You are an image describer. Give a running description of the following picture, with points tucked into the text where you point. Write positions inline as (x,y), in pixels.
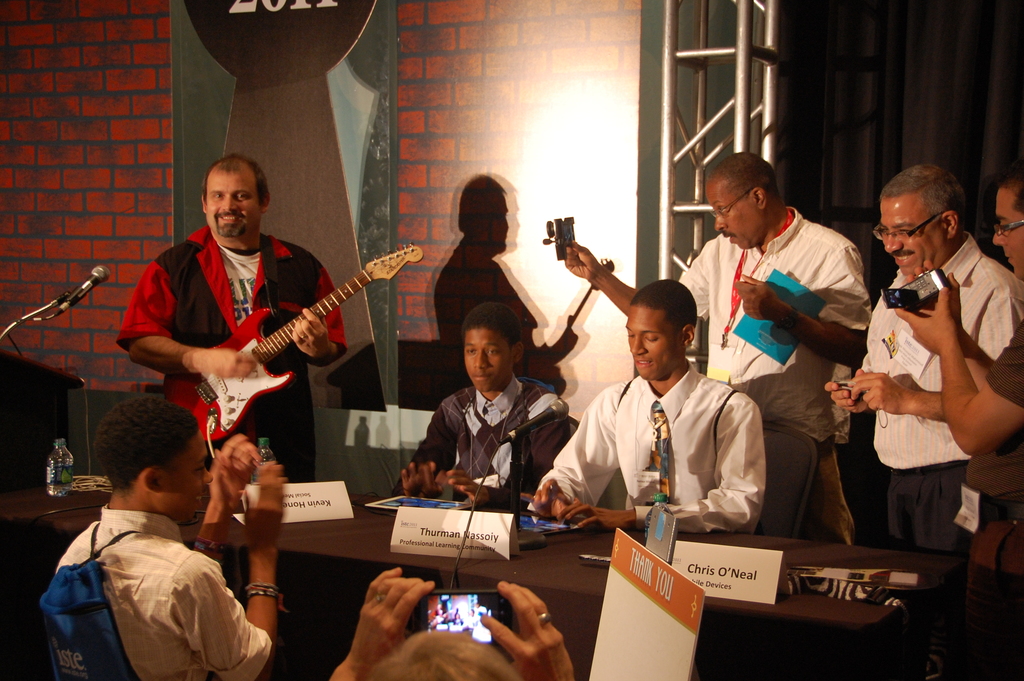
This man (309,441) is playing a guitar (243,339). These persons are sitting on a chair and in-front of them there is a table (569,562), on this table (573,548) there is a iPad (426,506). This man (1006,462) is holding a camera (935,296).
